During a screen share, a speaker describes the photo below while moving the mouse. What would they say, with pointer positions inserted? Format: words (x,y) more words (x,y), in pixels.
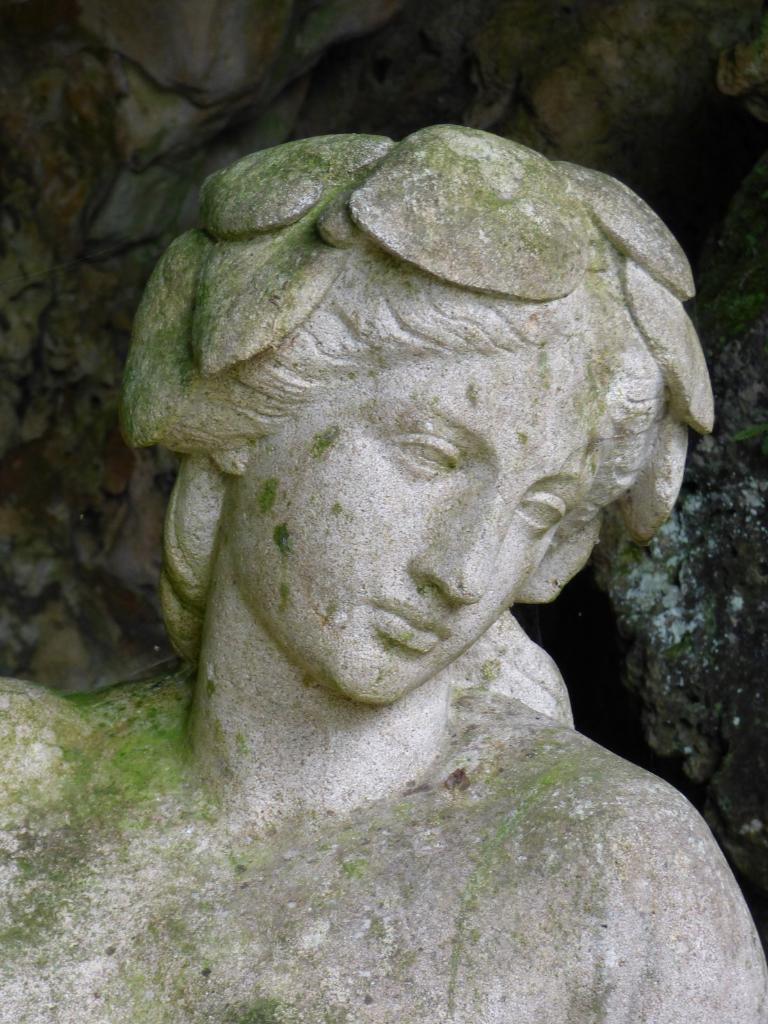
This image consists of a statue (376,608). This looks like a person's statue (335,743).
